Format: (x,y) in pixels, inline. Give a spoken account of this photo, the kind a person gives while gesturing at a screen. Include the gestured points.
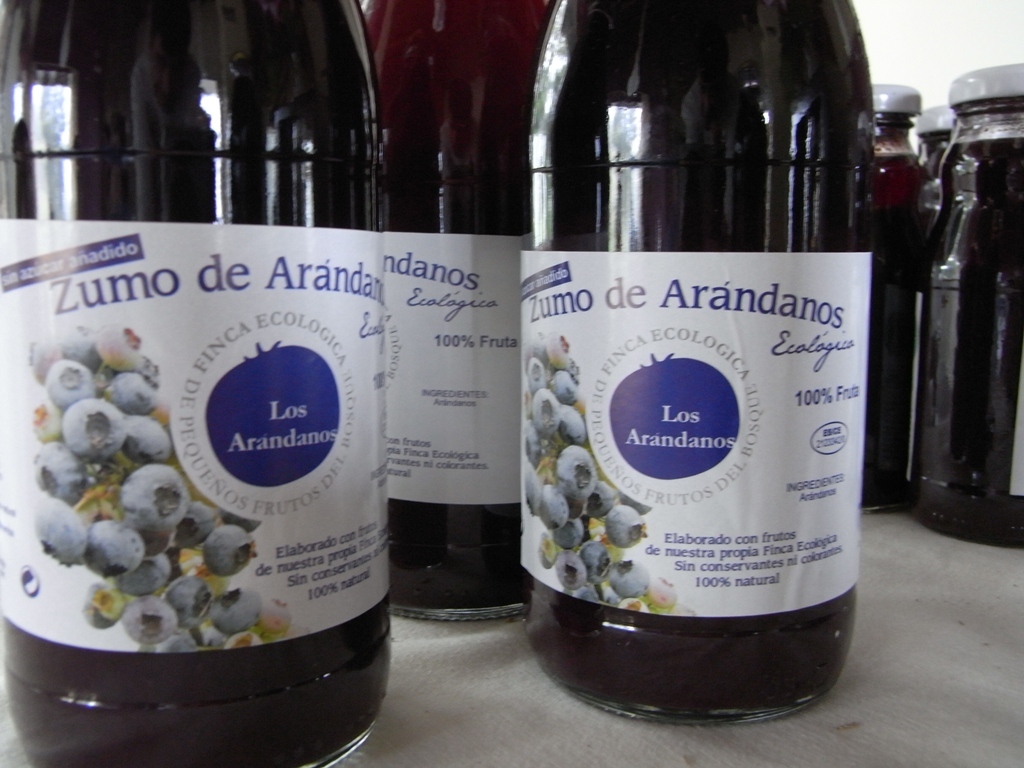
In this picture I can see there are some jars (577,327) here and they are placed on the grey surface (900,704) and they are labelled and sealed. There is a white wall (927,100) in the backdrop (933,79).
